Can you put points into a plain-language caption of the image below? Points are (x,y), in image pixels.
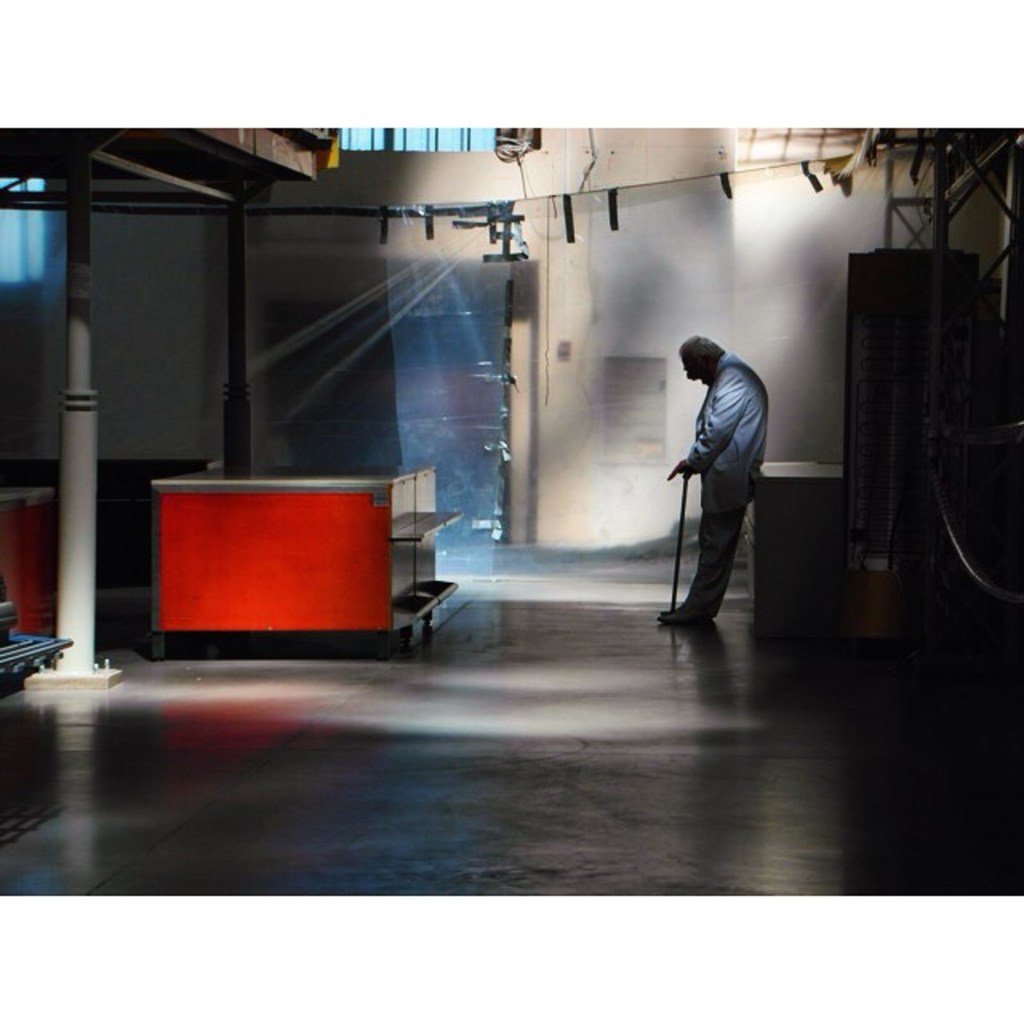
In this image we can see a man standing on the floor (639,669) holding a stick (677,563). We can also see some tables (797,625), poles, the metal frame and a wall (522,356).
